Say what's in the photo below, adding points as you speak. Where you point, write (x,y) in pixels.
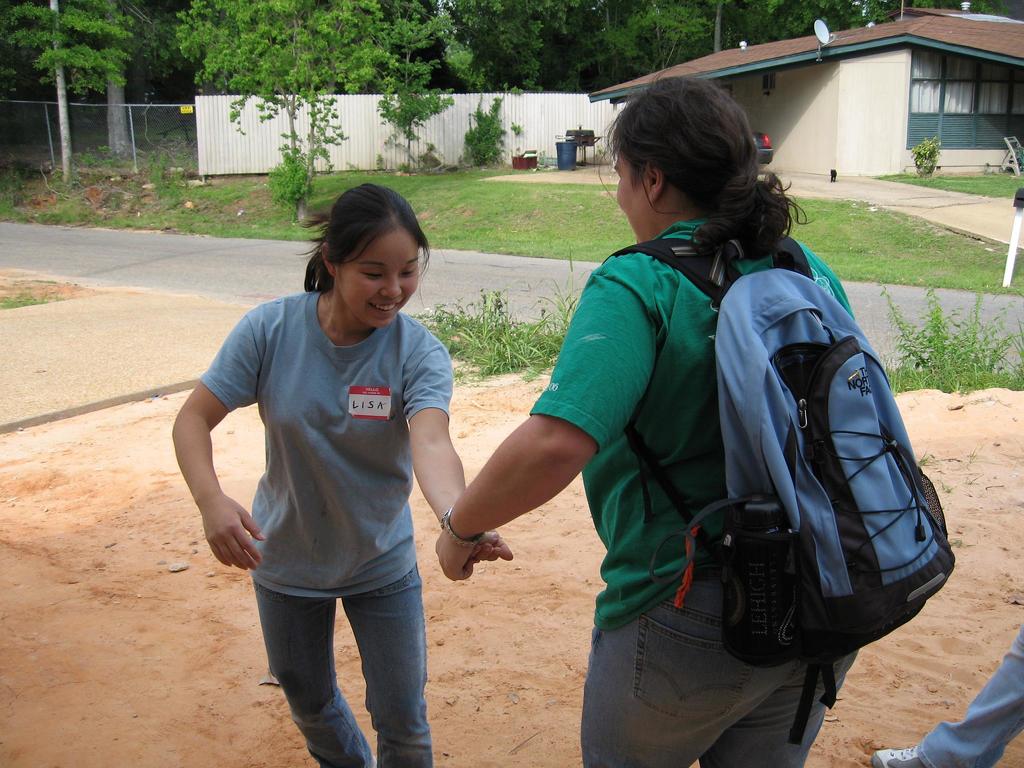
In this picture we can see two woman (358,356) standing on outdoor, the woman (604,352) in front (739,342) is carrying a bag (758,344), in the background (540,255) we can see some grass (409,185) and trees (347,62), there is a house (842,41) on the right side of the picture (898,120).
